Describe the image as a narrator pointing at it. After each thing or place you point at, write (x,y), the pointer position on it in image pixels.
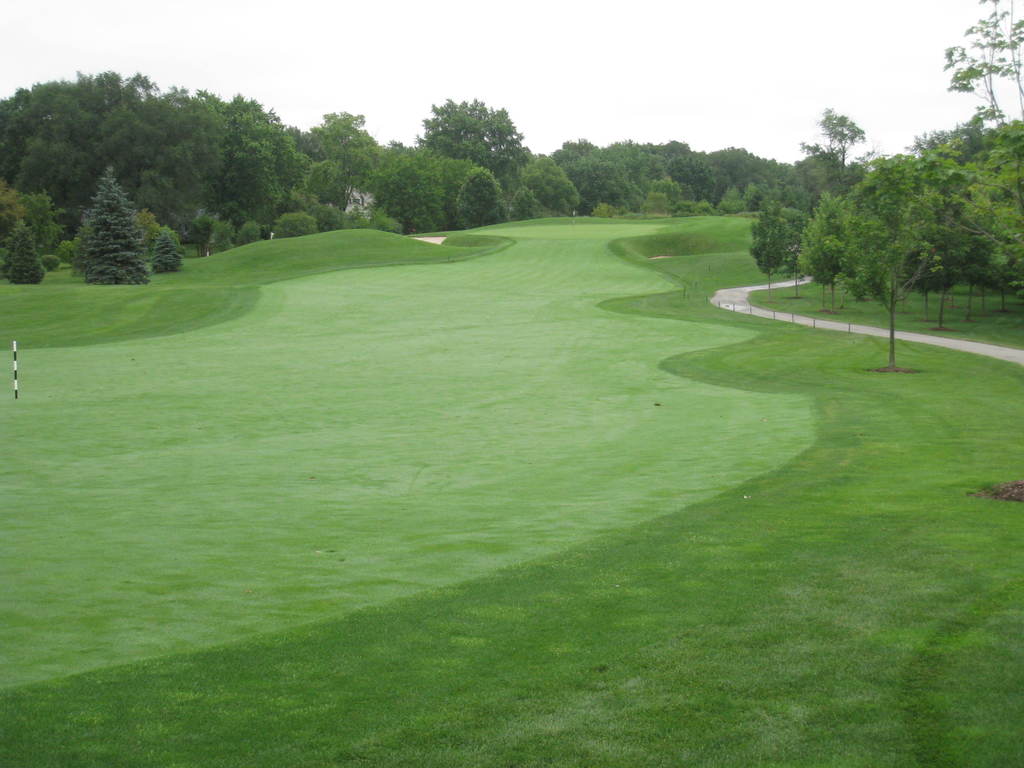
This image is taken outdoors. At the top of the image (440,63) there is the sky (565,66). At the bottom of the image (440,637) there is a ground (238,333) with grass (492,256) on it. In the middle of the image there are many trees (612,177) and plants (20,261) with leaves (955,177), stems (970,288) and branches (929,248).
